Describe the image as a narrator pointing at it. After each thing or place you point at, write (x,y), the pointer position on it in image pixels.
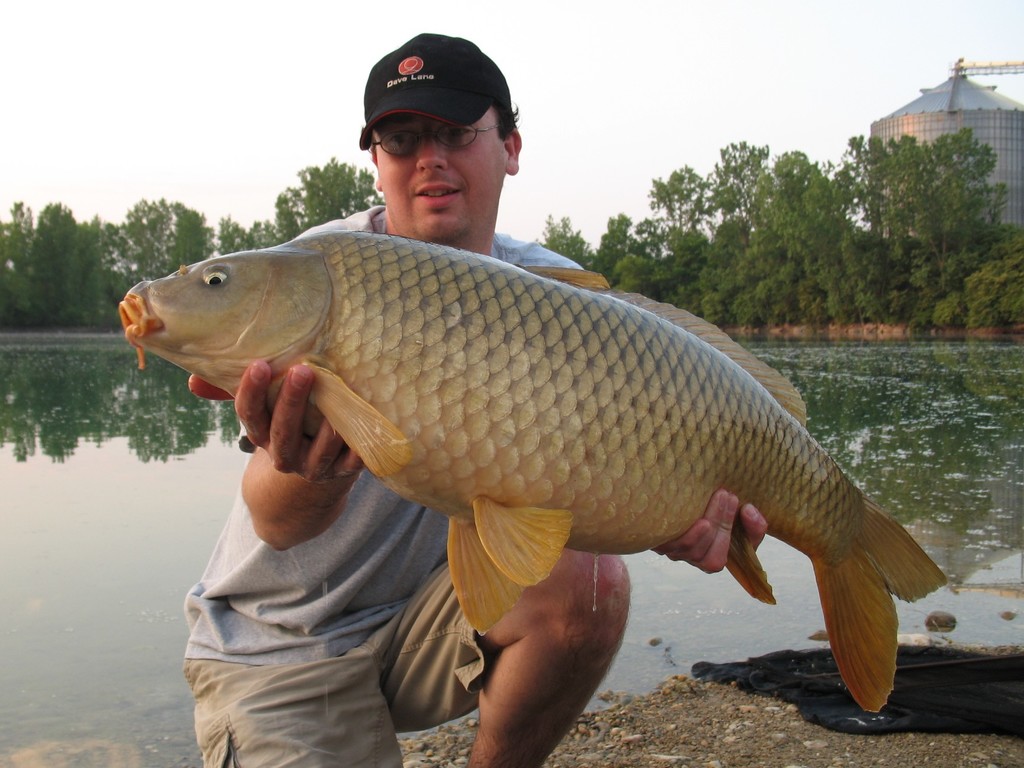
In this image there is a person (580,596) holding a fish (702,422), there are few trees (776,228), water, a tank (997,115) and the sky (551,175).
